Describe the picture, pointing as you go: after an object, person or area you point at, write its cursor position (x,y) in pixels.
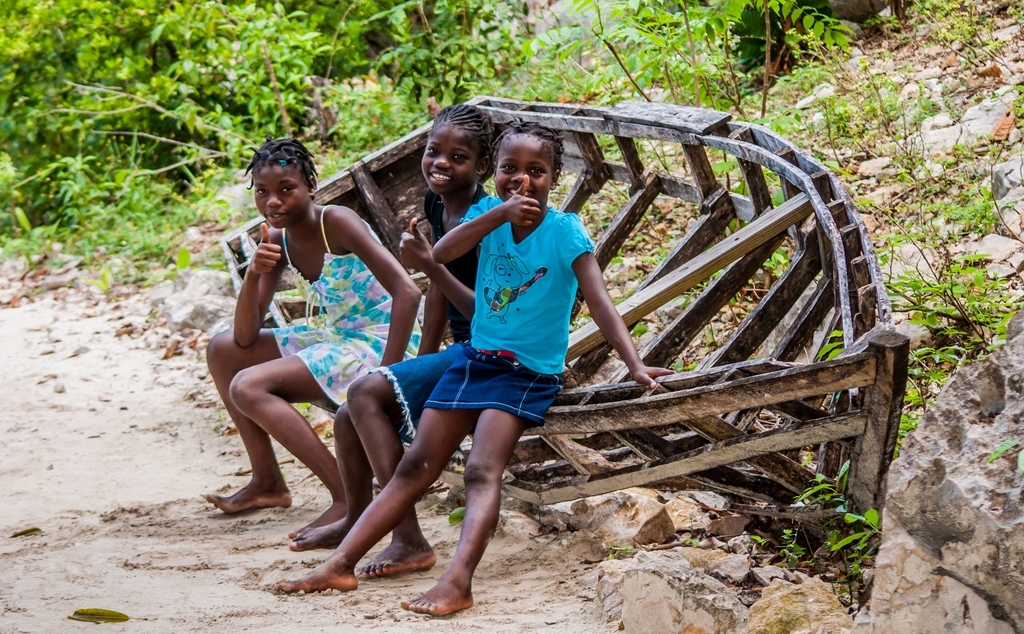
In the image we can see three children (338,313) sitting, wearing clothes (376,290) and they are smiling. Here we can see wooden logs (726,276) which are in the shape of a boat (768,324). Here we can see stones (922,567), sand (197,547), grass (904,239) and plants (904,239).
